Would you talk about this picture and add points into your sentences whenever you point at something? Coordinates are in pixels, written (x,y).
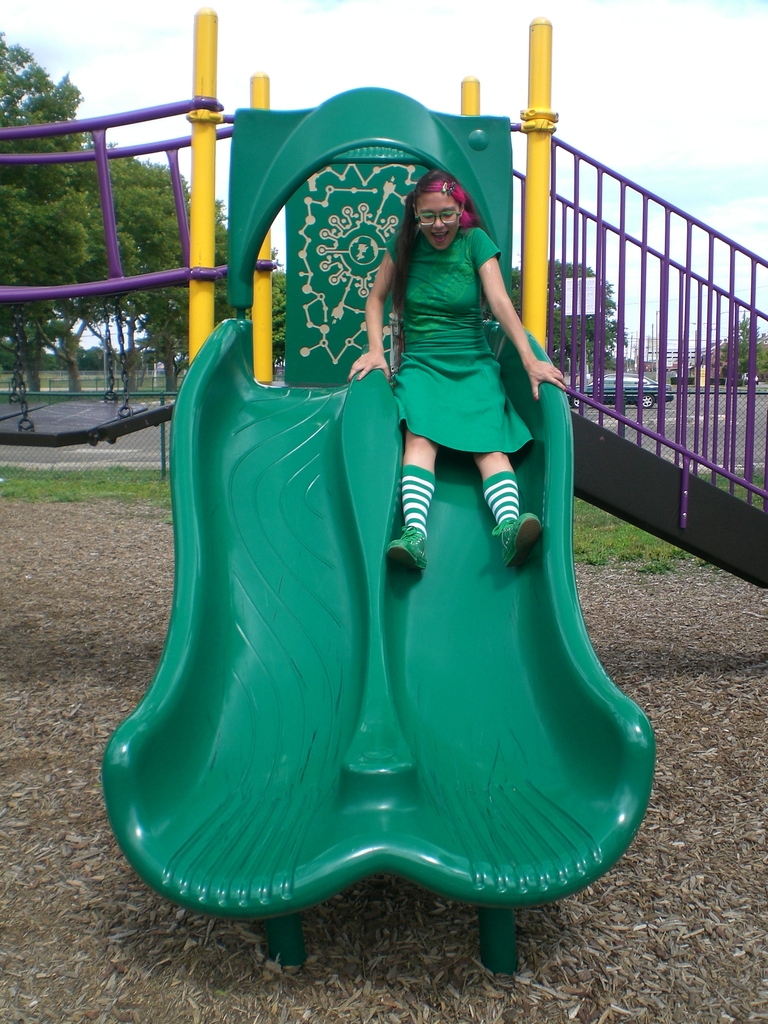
In this image, we can see a girl (456,412) is sliding on a slider (498,691). and smiling. She wore glasses (436,215) and hair band (453,185). Here we can see rods (211,310), chains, trees (34,122), road (676,399), vehicle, grass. Background there is a sky (478,65). At the bottom of the image (671,985), we can see the ground (686,893).
